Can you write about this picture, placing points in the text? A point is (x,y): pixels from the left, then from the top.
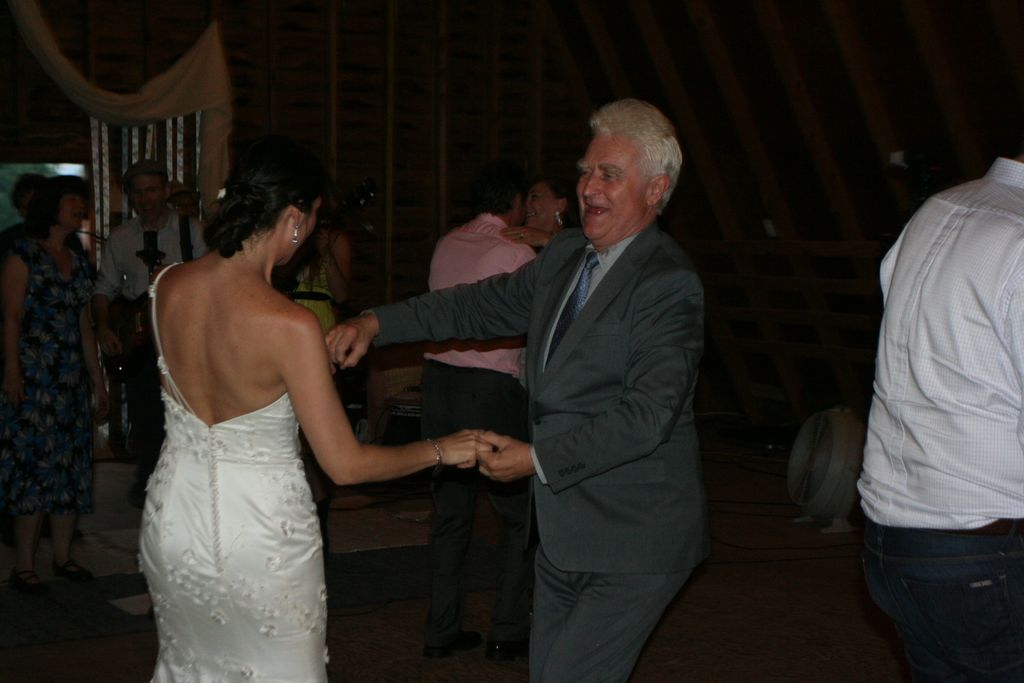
Here these people (635,393) are dancing. This man (659,313) and this woman (158,285) are dancing.
